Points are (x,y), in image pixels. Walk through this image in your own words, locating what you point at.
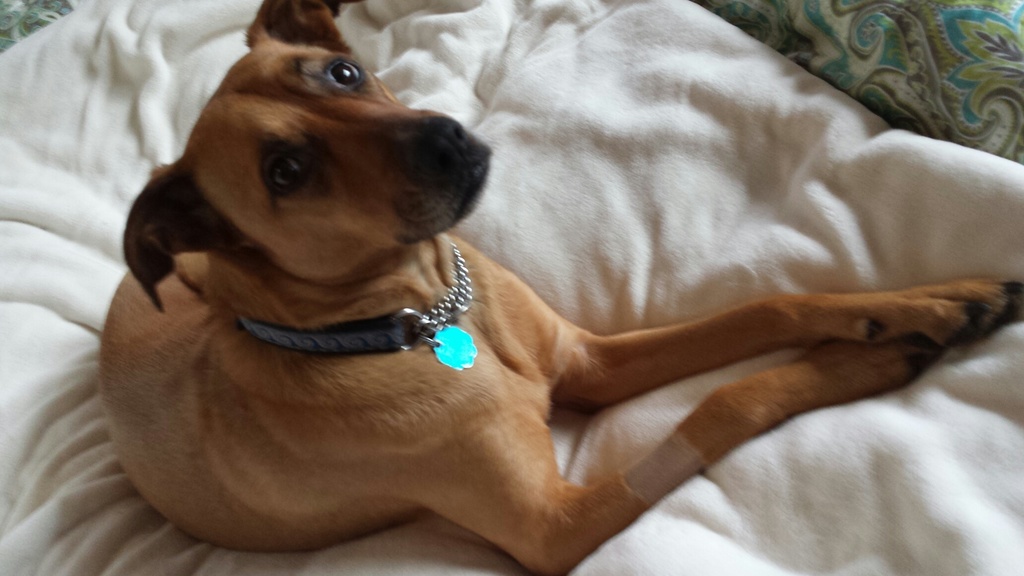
At the bottom of the image (797,504) there is a bed (859,486) with a bed sheet (770,58) on it. In the middle of the image (414,274) a dog (299,327) is lying on the white cloth (531,150).
